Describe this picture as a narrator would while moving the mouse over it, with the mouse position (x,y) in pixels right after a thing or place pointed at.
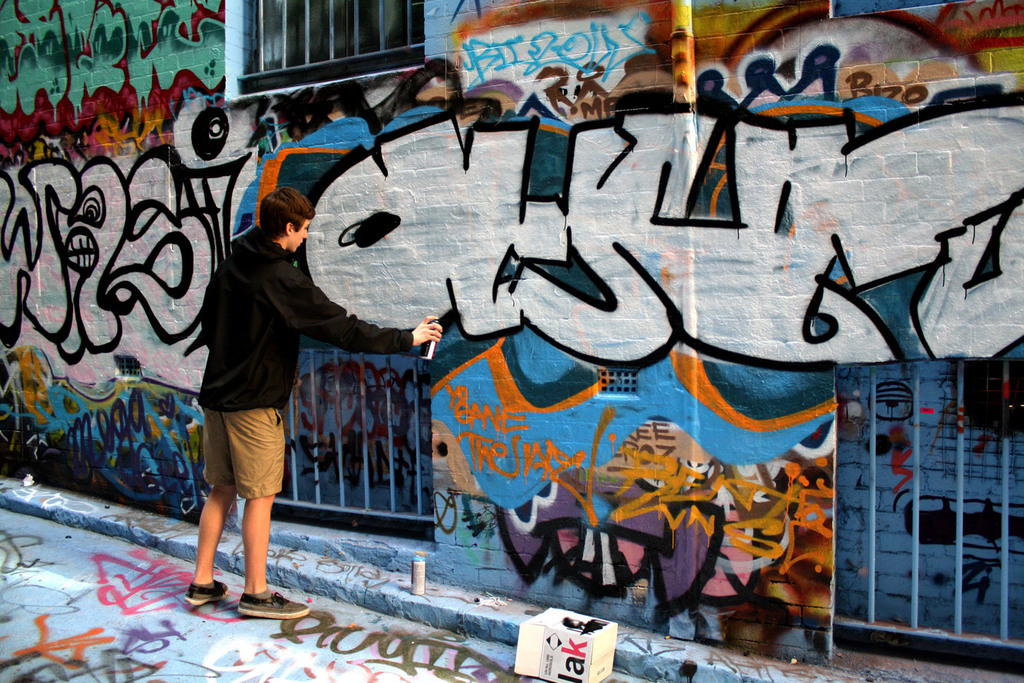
There is a man (254,353) standing on the floor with a short (233,420) and a hoodie (260,310). He having a graffiti bottle (427,344), paint bottle (433,340) in his hand (428,336). He is painting on the wall (426,236). There is a bottle (419,578) which is placed on the land (410,587). This guy (216,352) is wearing shoes (287,599). We can observe a wall (654,328) which is painted completely with a graffiti art (639,113).
